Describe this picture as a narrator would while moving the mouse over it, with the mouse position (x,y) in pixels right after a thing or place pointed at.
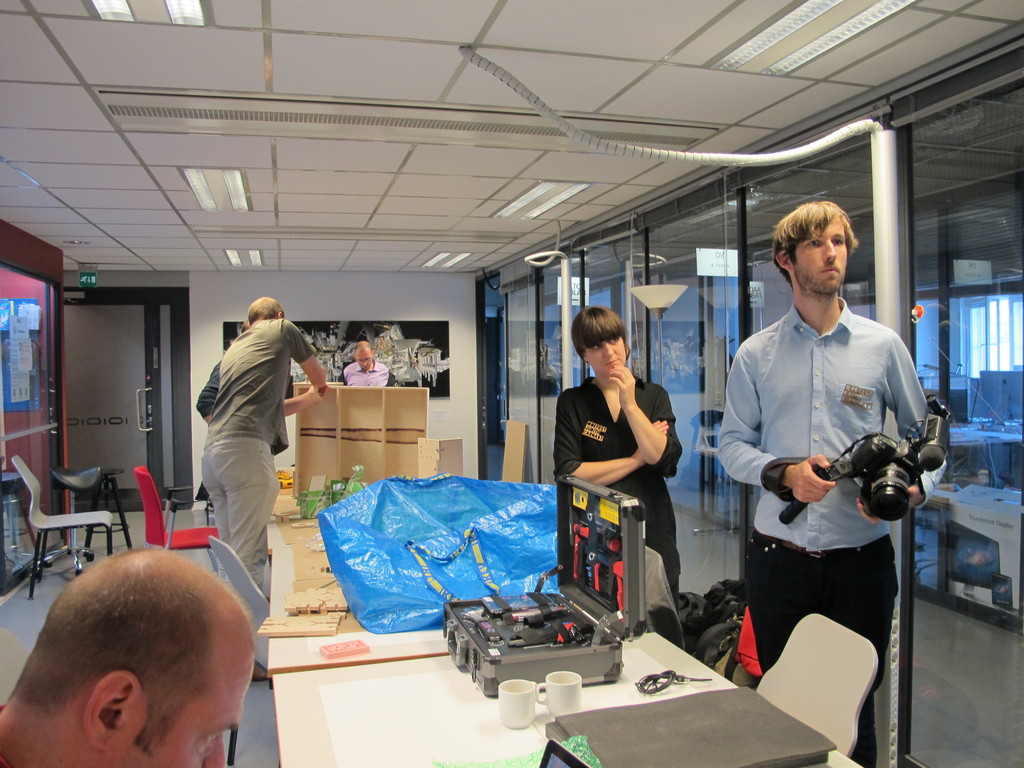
In the image we can see there are people (677,440) who are standing and holding camera (894,488) in their hand (912,497).
